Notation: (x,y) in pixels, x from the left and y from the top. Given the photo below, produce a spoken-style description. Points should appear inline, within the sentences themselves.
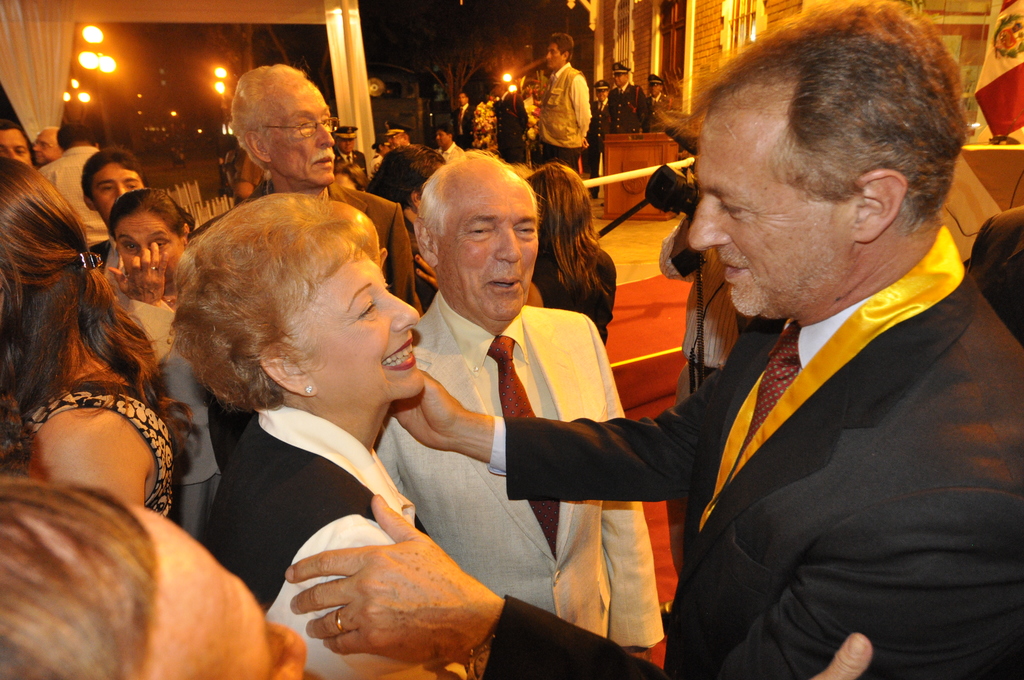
In the picture I can see a group of people (403,429) are standing on the ground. In the background (189,183) I can see lights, a house (696,81) and some other objects (700,301).
